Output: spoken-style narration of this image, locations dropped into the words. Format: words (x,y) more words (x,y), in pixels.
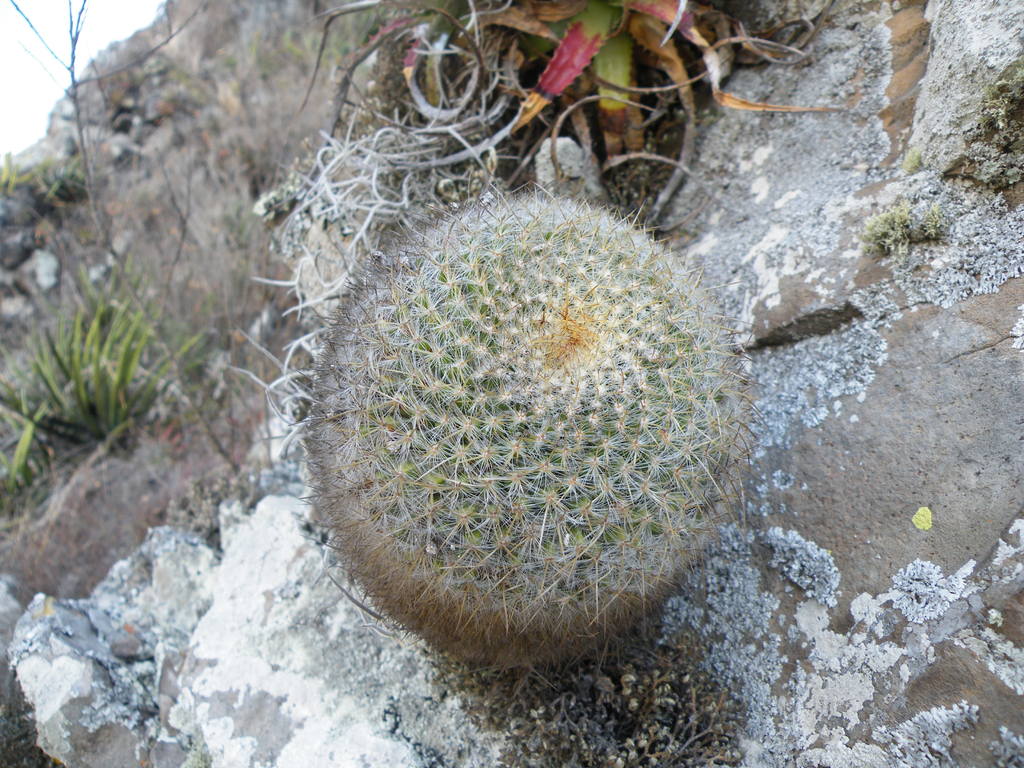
In the foreground of this image (434,474), there is a desert plant (503,507) and few stones (995,387). In the background (470,150), there are few plants (128,368) and the sky (15,46).
